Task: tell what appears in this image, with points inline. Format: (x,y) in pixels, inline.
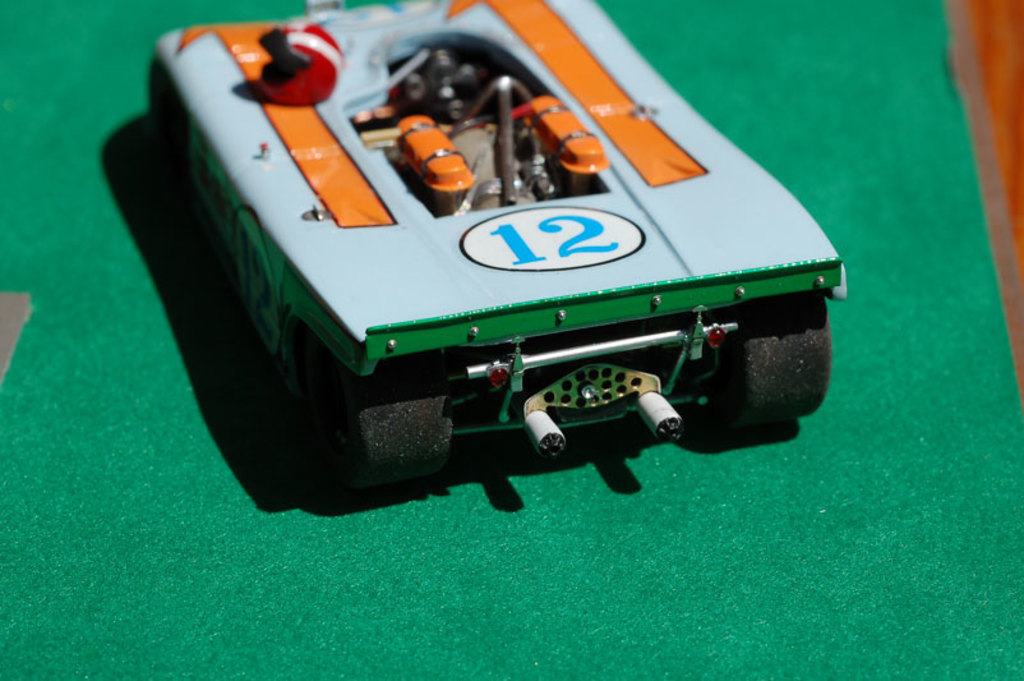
In this picture we can observe a small demo piece (356,257) of a vehicle (374,248) which is in light blue and orange color. There is a red color helmet (312,69) on the vehicle (289,206). We can observe black color wheels (385,433). This vehicle (432,255) is placed on the green color surface (134,144).
